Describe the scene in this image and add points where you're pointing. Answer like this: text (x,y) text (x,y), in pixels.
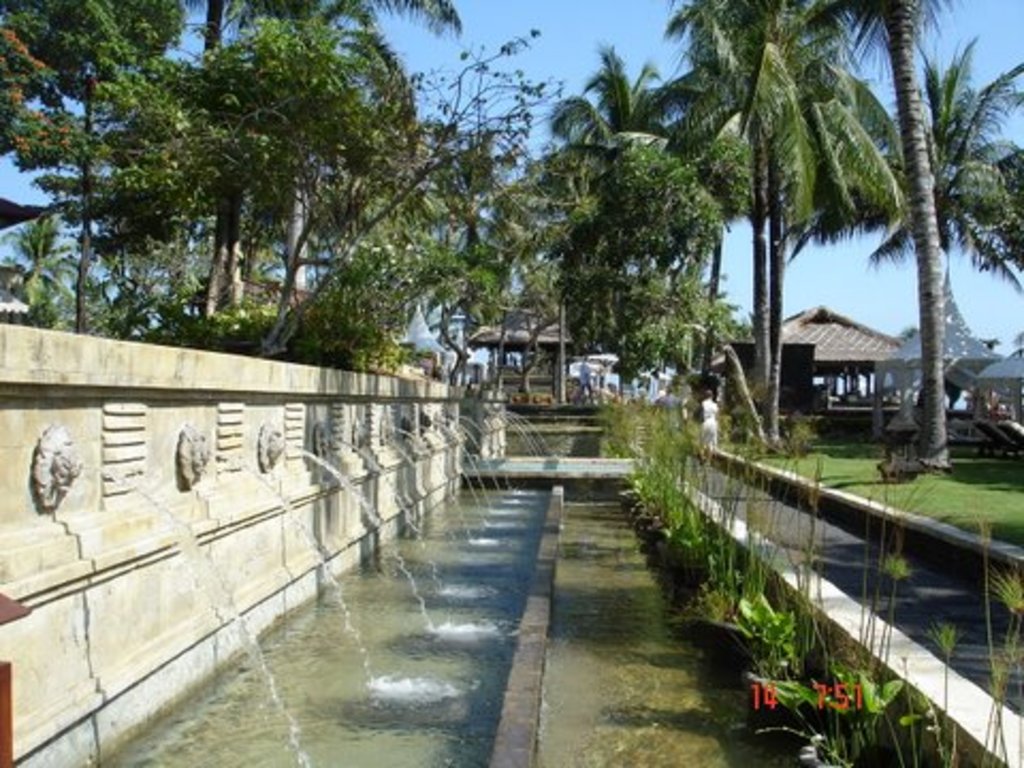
On the left side of the image (77,526) we can see a fountain (301,502). At the bottom (420,643) there is water (613,697) and grass (721,552). In the background (711,429) we can see people (716,417), trees (721,332), sheds (860,355) and sky (568,54).
